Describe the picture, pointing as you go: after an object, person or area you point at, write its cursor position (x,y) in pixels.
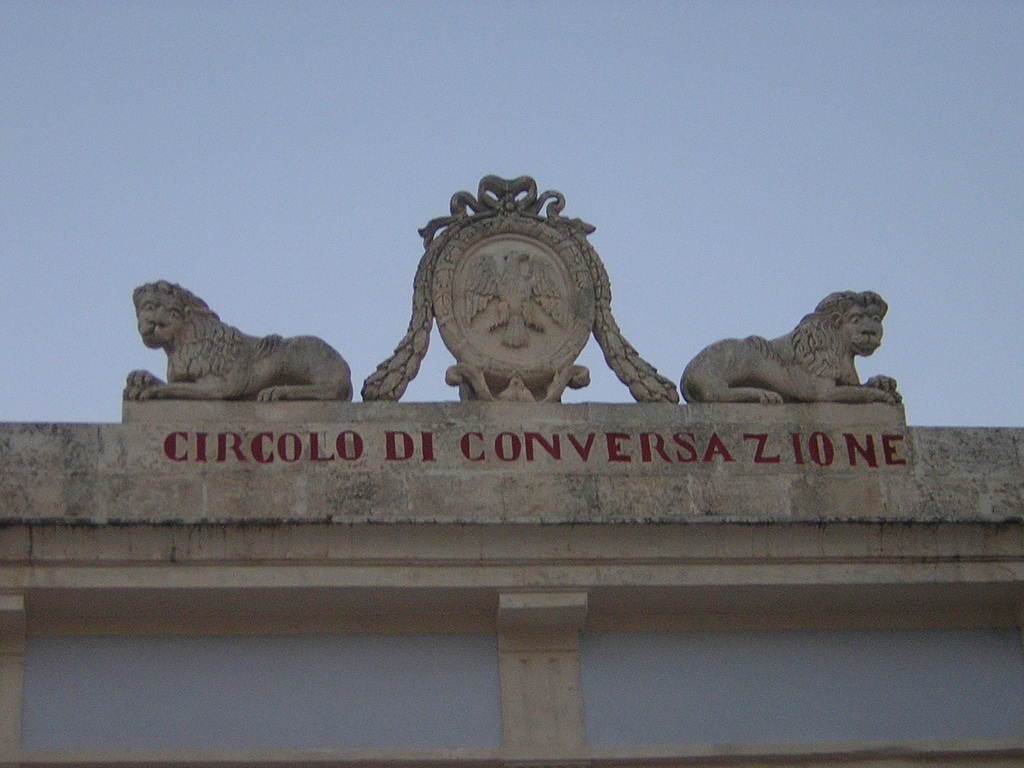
In this image there are sculptures (516,381) on the building (646,549), and in the background (63,105) there is sky (459,116).
